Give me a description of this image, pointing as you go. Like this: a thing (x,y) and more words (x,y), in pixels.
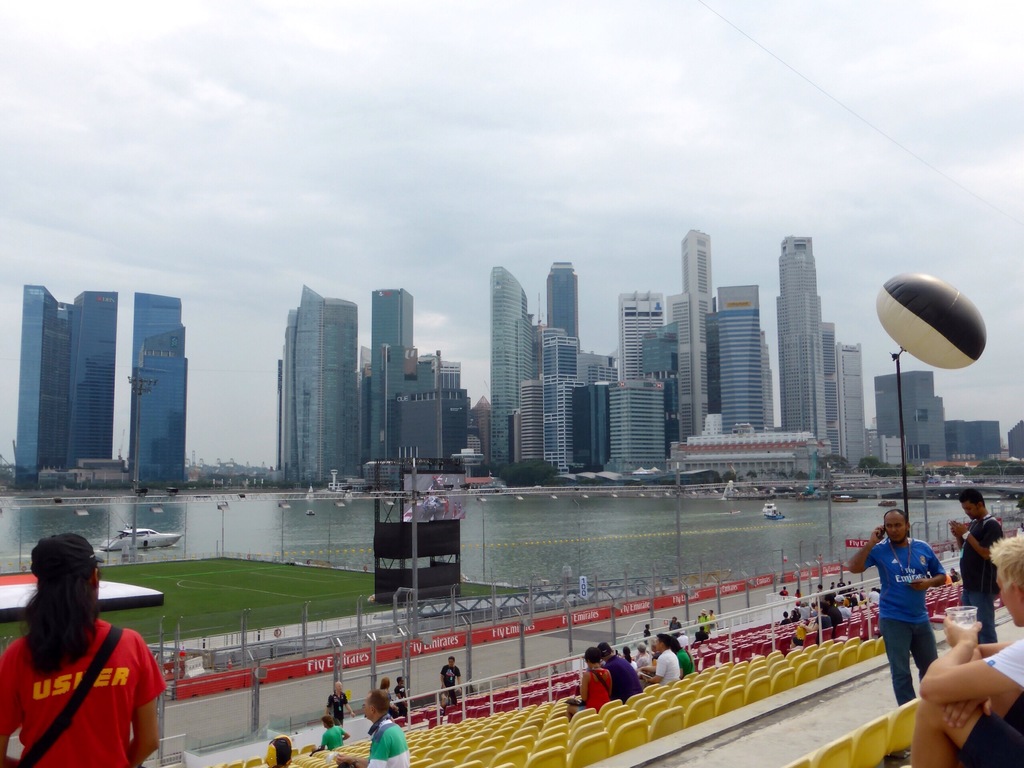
In this image there are chairs (770,647), on that chairs (648,695) people (979,709) are sitting and few (911,617) are standing, in front of the chairs (810,634) there is fencing (375,668) and there is a grassland (275,584) and there are boats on a river (619,541), in the background (25,473) there are building (786,368) and the sky (791,167), on the right (918,298) there is a pole (895,358) and a balloon (915,328).
